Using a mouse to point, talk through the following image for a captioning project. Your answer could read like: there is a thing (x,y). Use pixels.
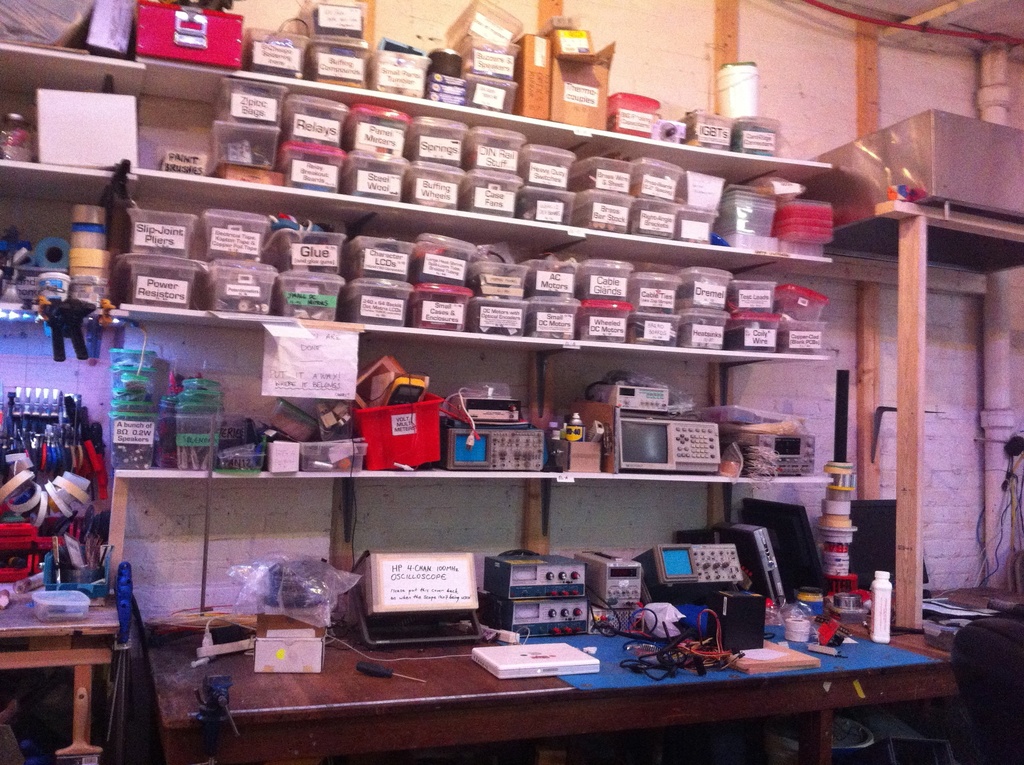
In this image there is a screwdriver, hand drilling machine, cables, tapes (12,460), bottle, box (38,554), some machines (763,552), pens (87,564) in a pen stand (87,564) and some objects (570,570) on the tables (455,643), and in the background (547,298) there are so many items (20,156) in the plastic boxes (491,12) with the labels (234,238) stick to it and cardboard boxes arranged in an order in the racks (698,152), wall (781,14).
